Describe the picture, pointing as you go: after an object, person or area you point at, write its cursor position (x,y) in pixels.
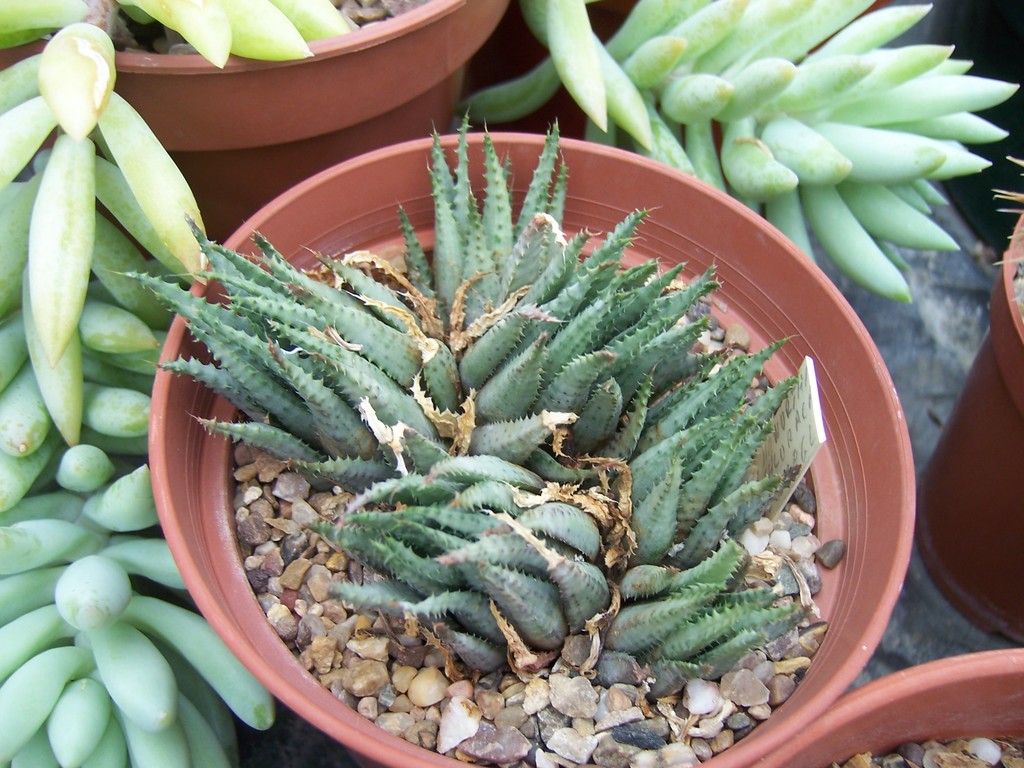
In this image, there is a flower pot (860,404), in that there are some green color aloe Vera plants (358,479), there are some green color objects (822,212).
